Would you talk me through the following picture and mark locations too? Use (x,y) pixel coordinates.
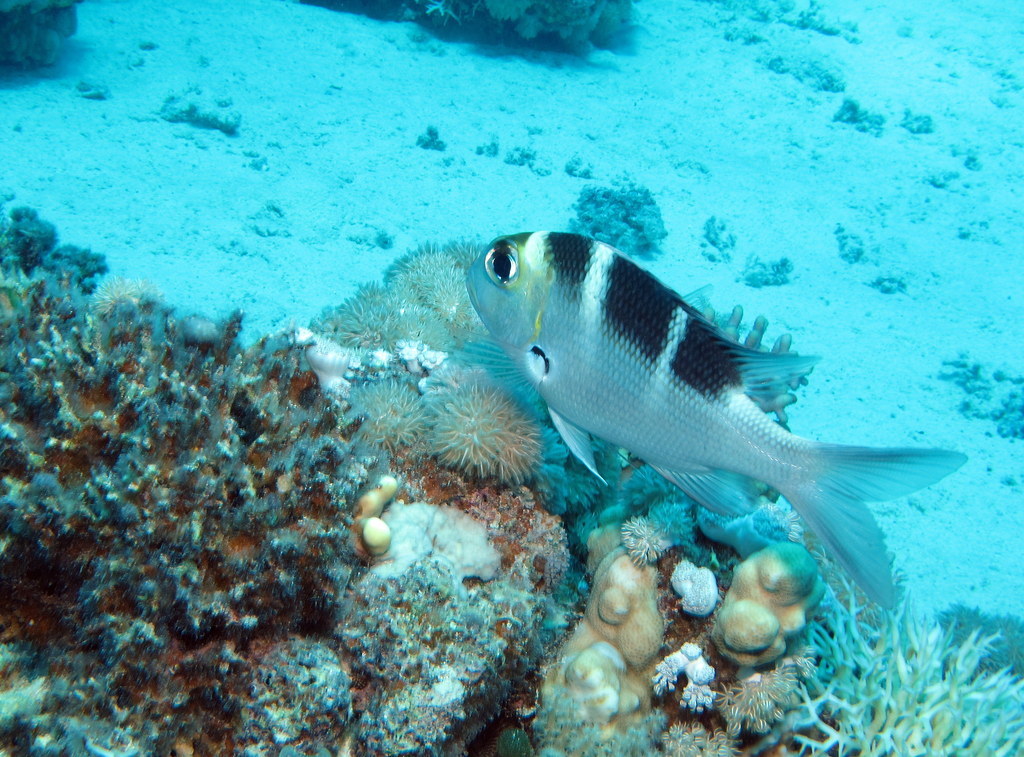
This image is taken under the water (959,226). There is a fish (570,379) at the center of the image (620,308).
